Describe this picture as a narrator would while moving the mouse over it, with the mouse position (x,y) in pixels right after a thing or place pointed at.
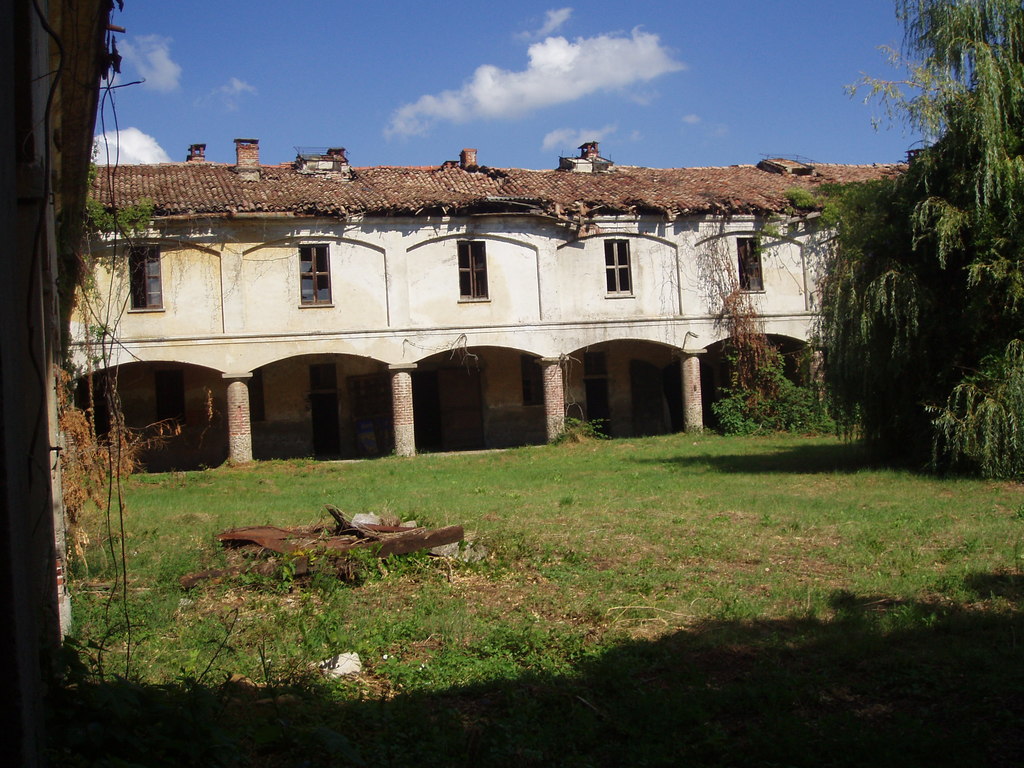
In this image we can see a building (687,290), trees (941,228), ground (505,523), creepers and sky (385,124) with clouds (611,127).
